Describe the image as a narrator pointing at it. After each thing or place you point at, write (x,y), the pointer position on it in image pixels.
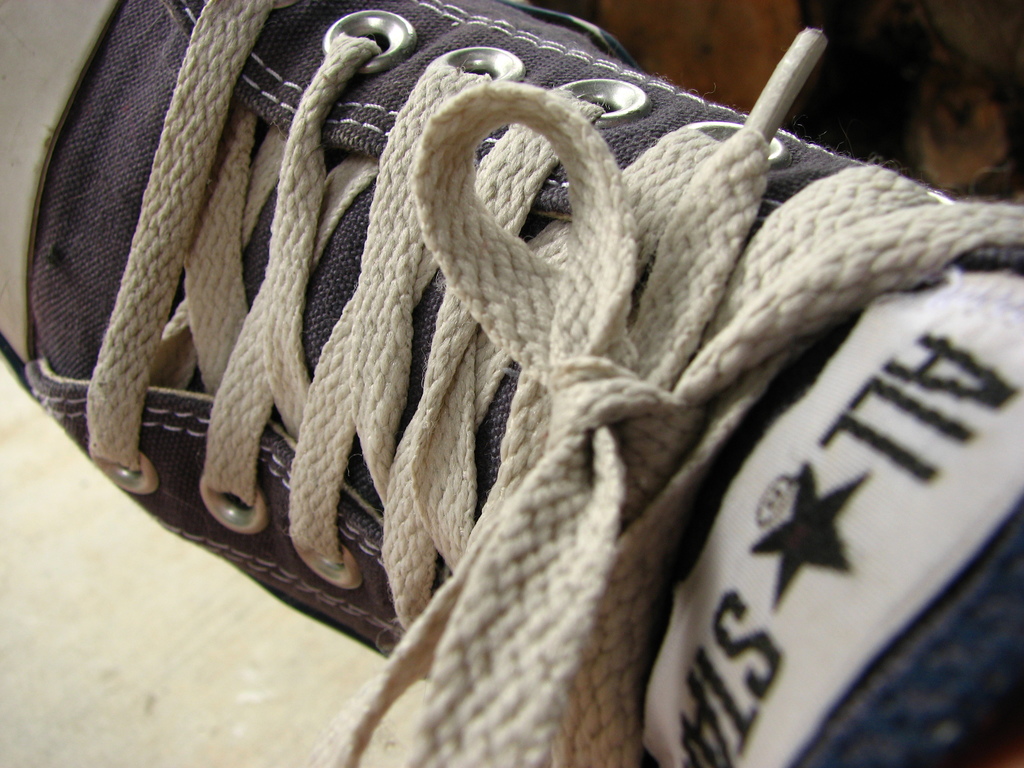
In this image there is a shoe (378,478). There are shoelaces (194,257) tied to the shoe (740,452). In the bottom right (713,721) there is text (696,718) on the shoe (809,621). In between the text (915,471) there is a star symbol (815,540).
